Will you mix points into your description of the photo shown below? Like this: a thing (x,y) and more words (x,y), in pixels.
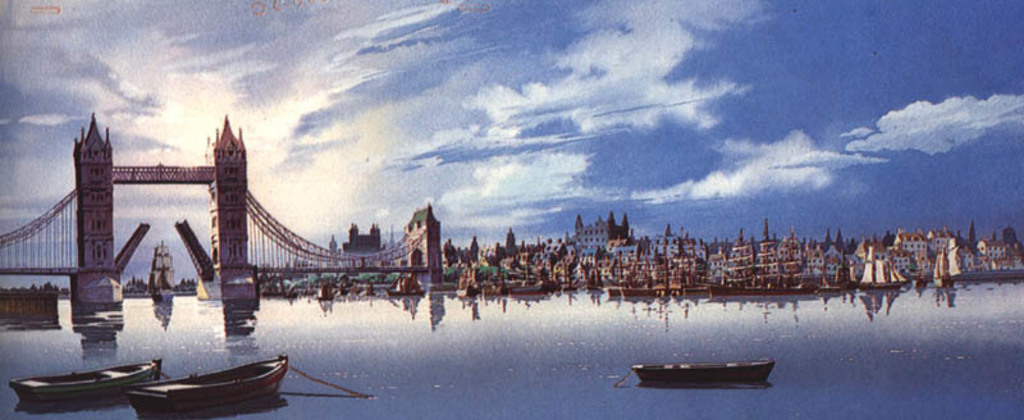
In this image there is the water (428,341). There are boats (233,367) on the water (625,352). To the left (94,257) there is a bridge (259,251) across the water (676,341). In the background (554,256) there are buildings (644,259) and boats (664,285) on the water (485,348). At the top (540,136) there is the sky (488,136).
